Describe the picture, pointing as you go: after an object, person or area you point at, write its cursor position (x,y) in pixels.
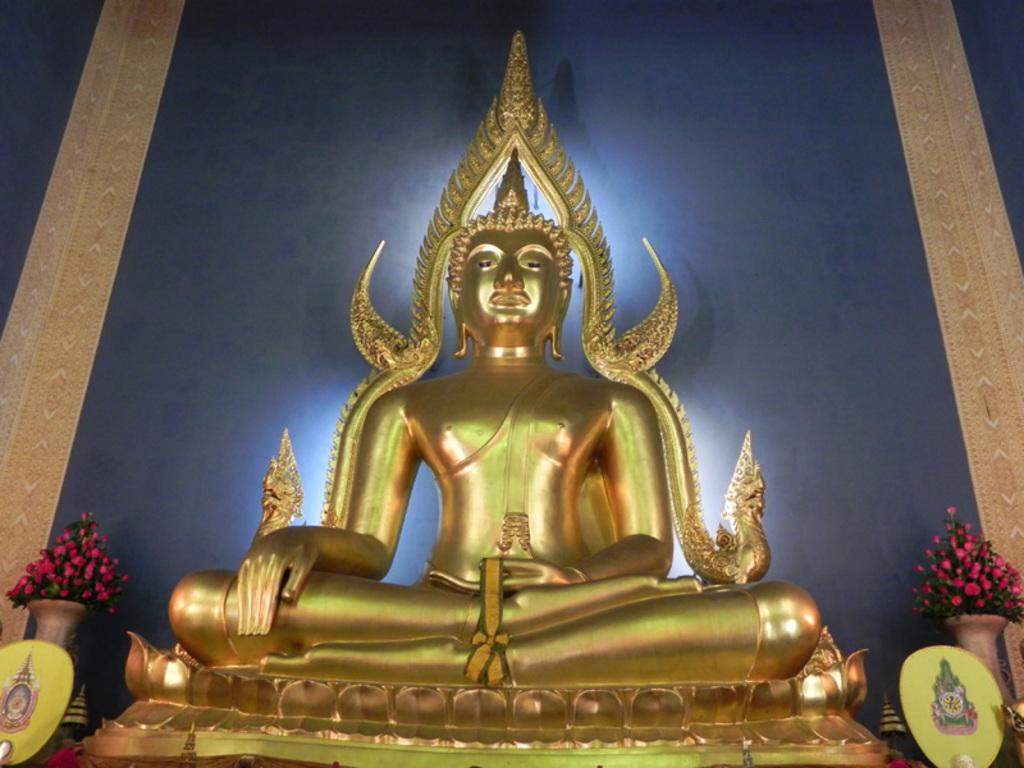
In this image we can see a statue (617,445). In the foreground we can see the ribbon (495,672). In the background (979,725), we can see boards (980,708) with pictures (12,702), flowers (965,564) in vases (52,635) and the wall (605,76).
